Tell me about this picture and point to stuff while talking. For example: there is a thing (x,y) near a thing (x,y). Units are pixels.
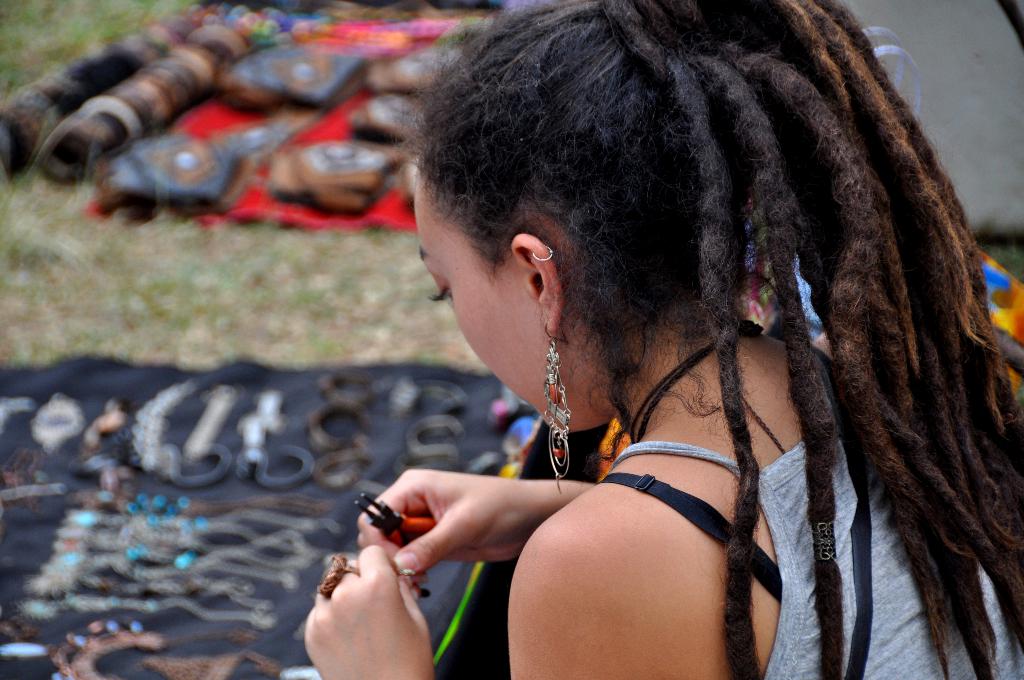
In this image in the foreground (789,392) there is one woman (668,353) who is holding something in her hand (388,551), and on the left side (230,480) there are two clothes (218,483). On the clothes (231,121) there are some bags (329,86) and some ornaments (317,437), and in the center (344,271) there is grass (307,290).
